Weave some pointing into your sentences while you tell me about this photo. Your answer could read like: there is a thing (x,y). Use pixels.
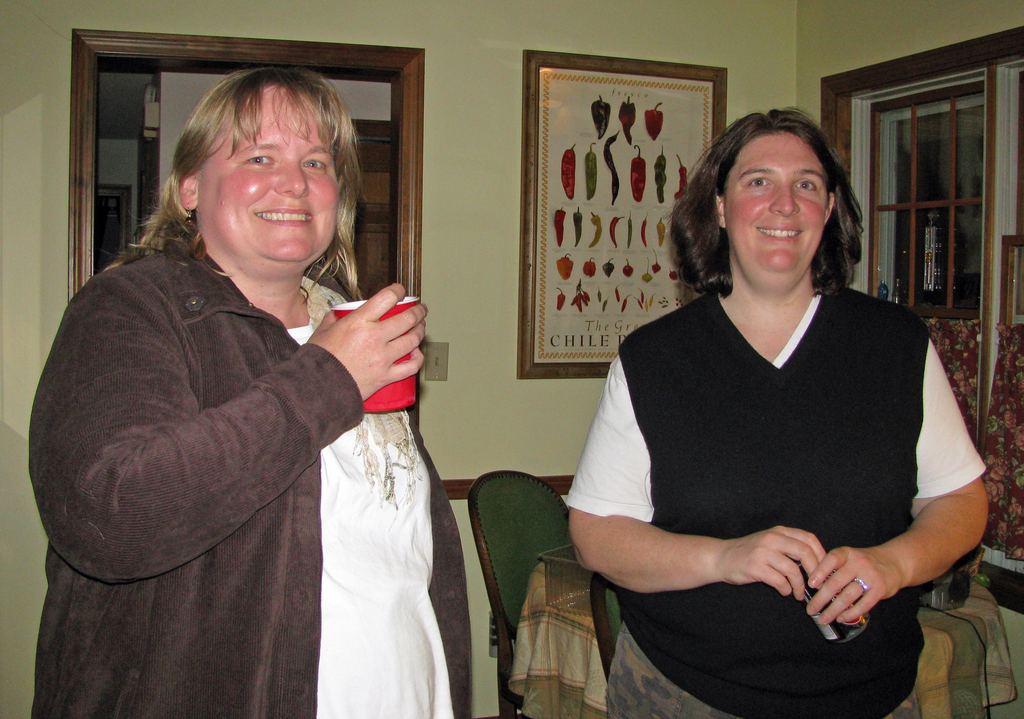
Here we can see two persons (830,387) are standing and smiling, and at back (612,264) here is the wall (628,21) and photo frame (656,121) on it, and here is the window (925,107), and here is the door (113,119).
